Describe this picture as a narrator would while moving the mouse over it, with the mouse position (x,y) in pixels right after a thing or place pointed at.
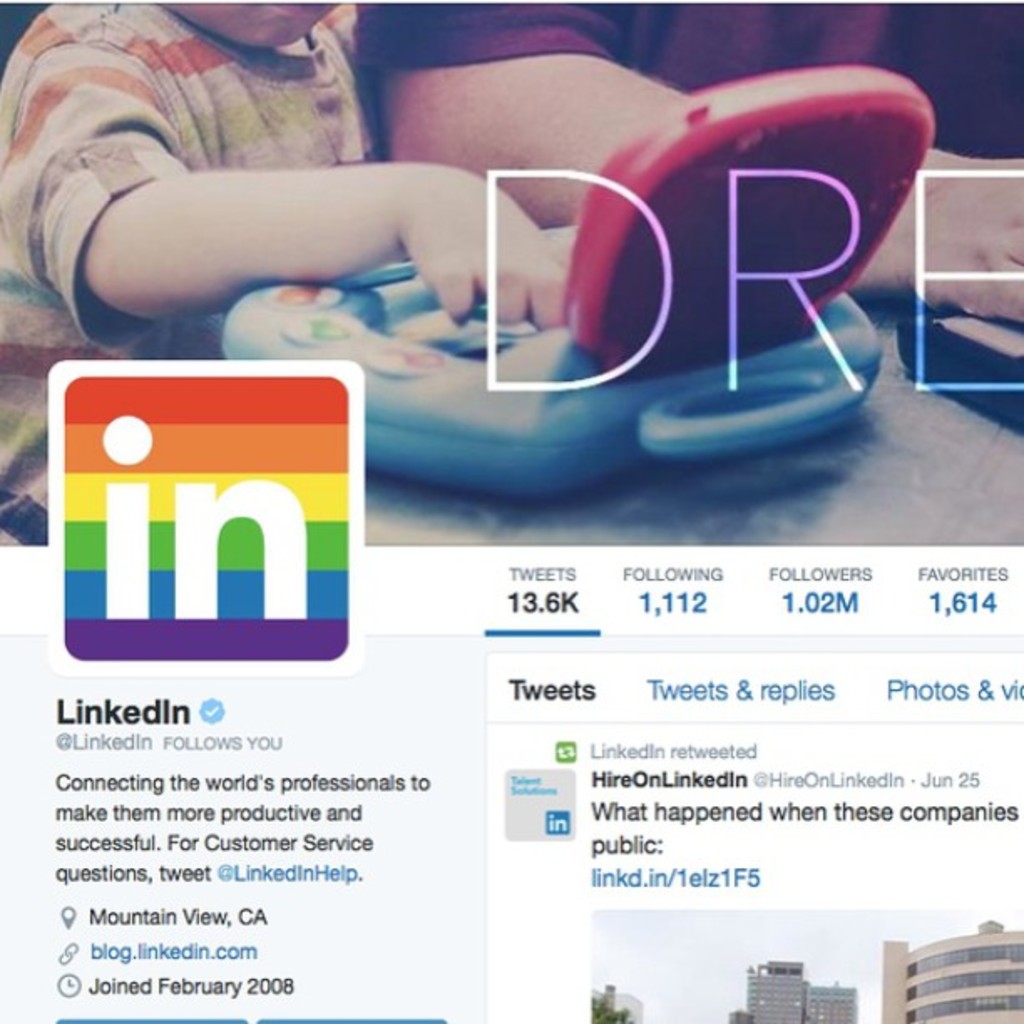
In this image we can see LinkedIn profile page (523,687). Here we can see pictures (600,261), logo (185,653), and something is written on it.
